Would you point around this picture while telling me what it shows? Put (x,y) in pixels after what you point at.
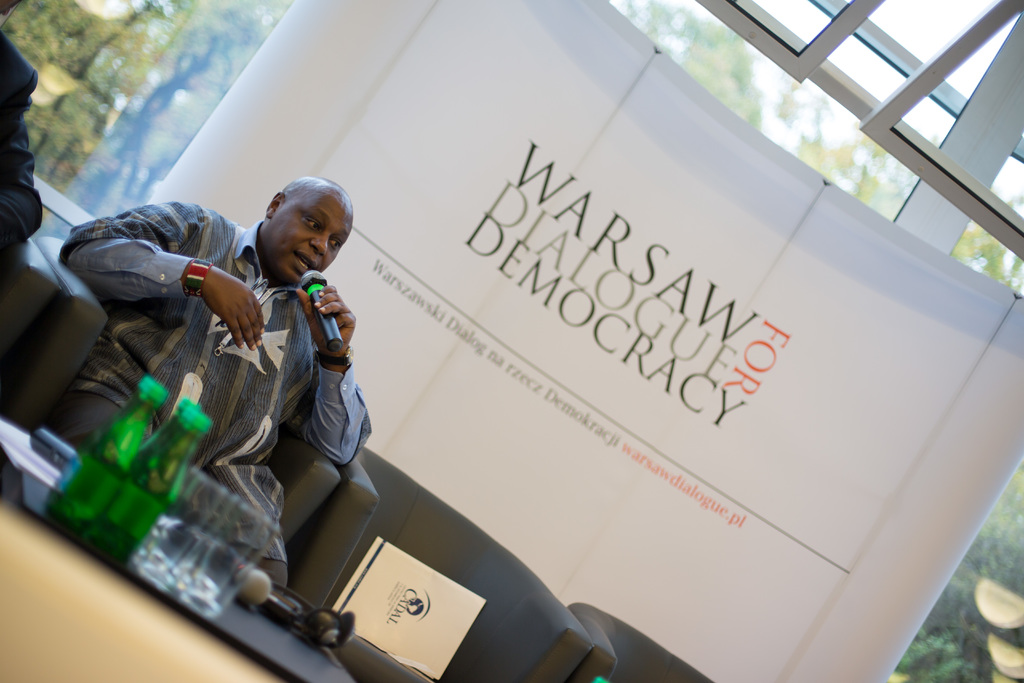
As we can see in the image there are sofas (289,499), tables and two persons (17,189) sitting on sofas (292,478). On tables (262,655) there are bottles (143,481) and glasses (231,544). There is a banner (641,375) and in the background (94,17) there are trees (77,20).
